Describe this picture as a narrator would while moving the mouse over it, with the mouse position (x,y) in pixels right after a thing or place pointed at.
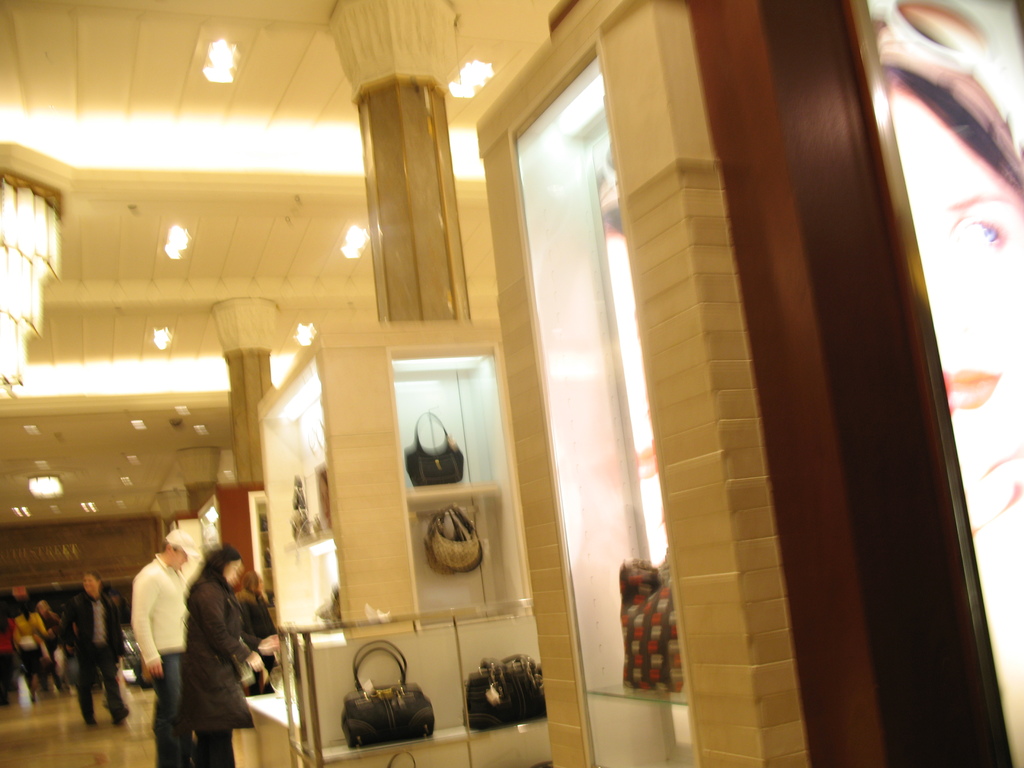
It is a blur image. Here we can see few people (177,673), handbags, glass (447,623), wall (757,569), banner (964,416). Here there are few pillars (201,484), chandelier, ceiling (338,281) with lights (310,139).
